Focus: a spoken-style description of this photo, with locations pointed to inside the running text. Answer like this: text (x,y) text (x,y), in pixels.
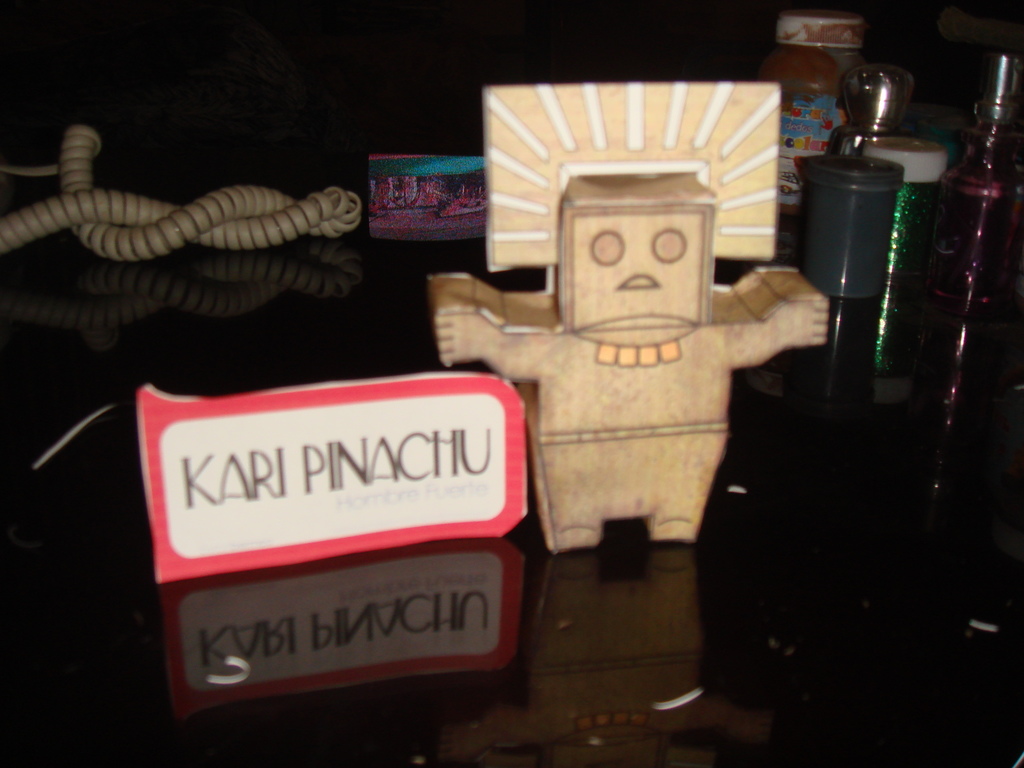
There is an object (605,412) and there is kari pinachu written beside it and there are few other objects (835,102) in the background (853,180).
